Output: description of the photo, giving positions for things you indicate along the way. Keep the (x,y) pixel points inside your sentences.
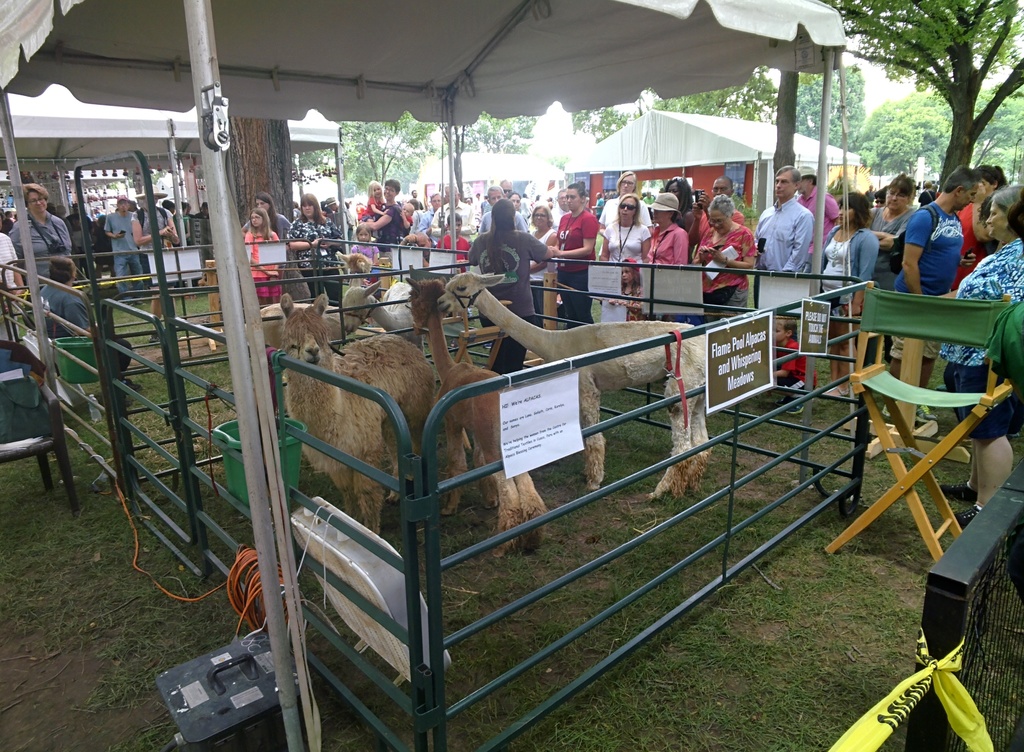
In this image we can see people (780,262) standing on the ground (181,521). In addition to this we can see animals (513,331) standing between the grills (324,447), bins (288,462), ropes (242,568), information boards (577,417) hanged to the grills (282,437), sheds (693,120), tents (670,153), trees (602,120) and sky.
